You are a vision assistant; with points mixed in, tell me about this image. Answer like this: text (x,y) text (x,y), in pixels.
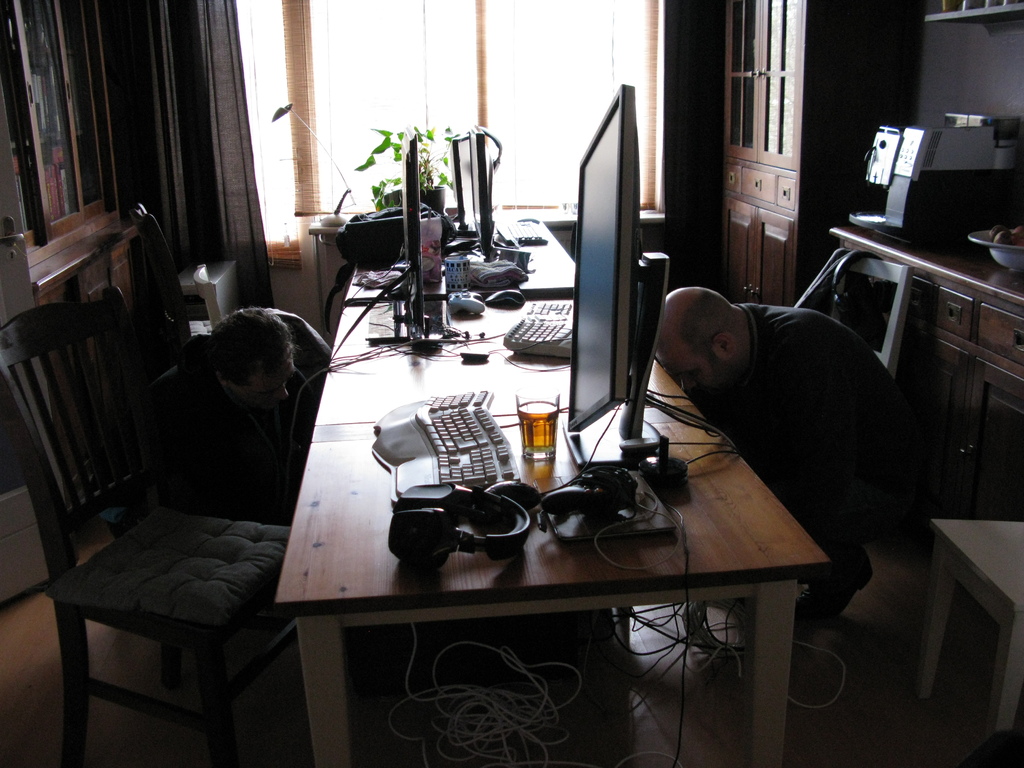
In this picture we can see a table (553,299) and on table (508,435) we have keyboard (459,462), headsets (453,487), glass (549,417), monitor (598,229), wires (678,409) and flower pot (378,203), jar (435,225) and aside to this table (477,382) two men (227,383) are bending on their knees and we have chair (216,607) and in background (147,101) we can see window (472,79) with curtains (204,127), cupboards (769,121), bowl (1019,249), racks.
